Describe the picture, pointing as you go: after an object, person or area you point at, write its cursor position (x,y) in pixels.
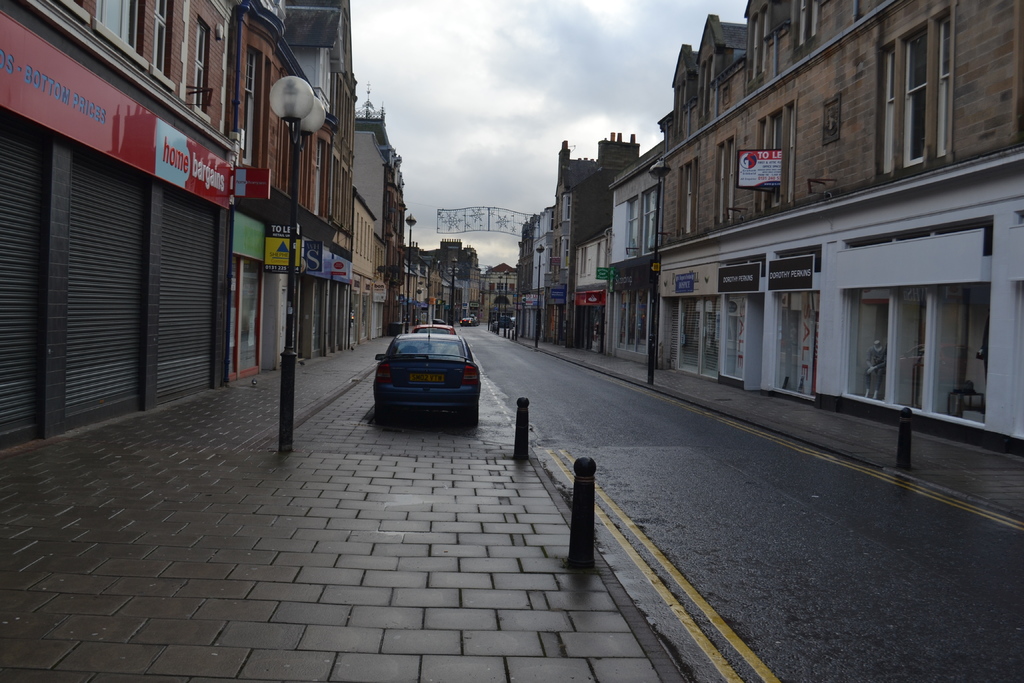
In this picture I can see vehicles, there are buildings (253,76), there are lights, poles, boards (622,279), roller shutters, and in the background (496,75) there is the sky (532,81).
